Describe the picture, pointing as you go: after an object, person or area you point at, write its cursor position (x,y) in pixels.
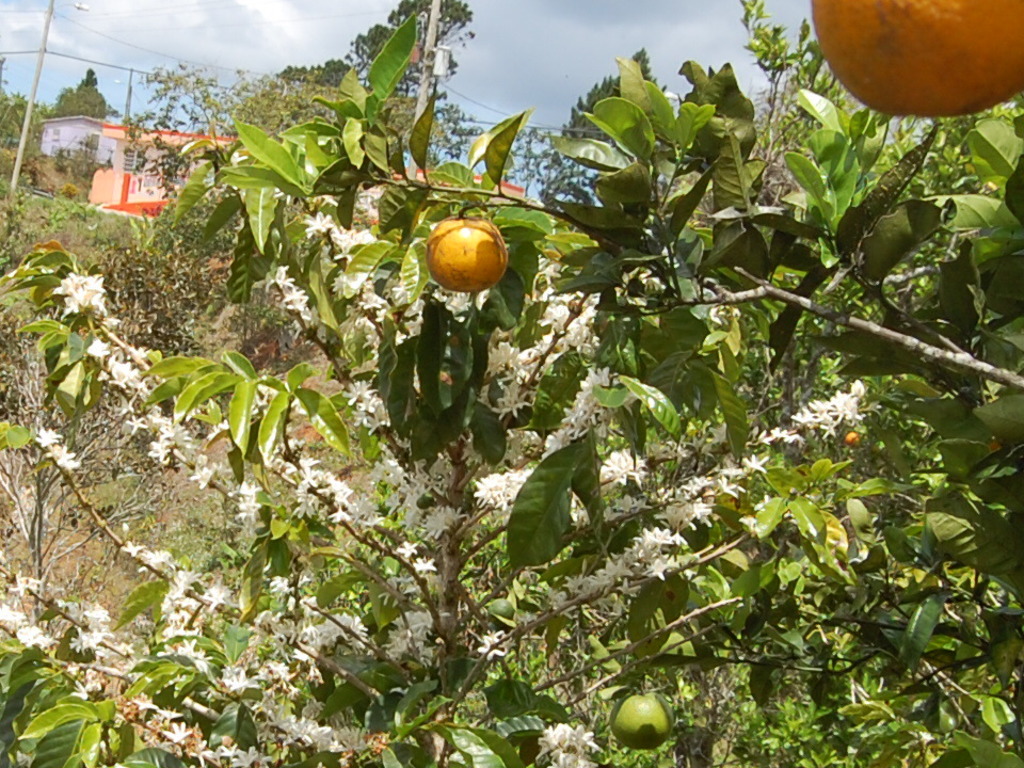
In the foreground of this image (901,444), there are oranges (484,241) to a tree (740,678) and also few white color flowers (337,485) to another tree (289,643). In the background (195,270), there are trees (176,173), two houses (105,140), poles (29,100), cables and the sky (260,29).
